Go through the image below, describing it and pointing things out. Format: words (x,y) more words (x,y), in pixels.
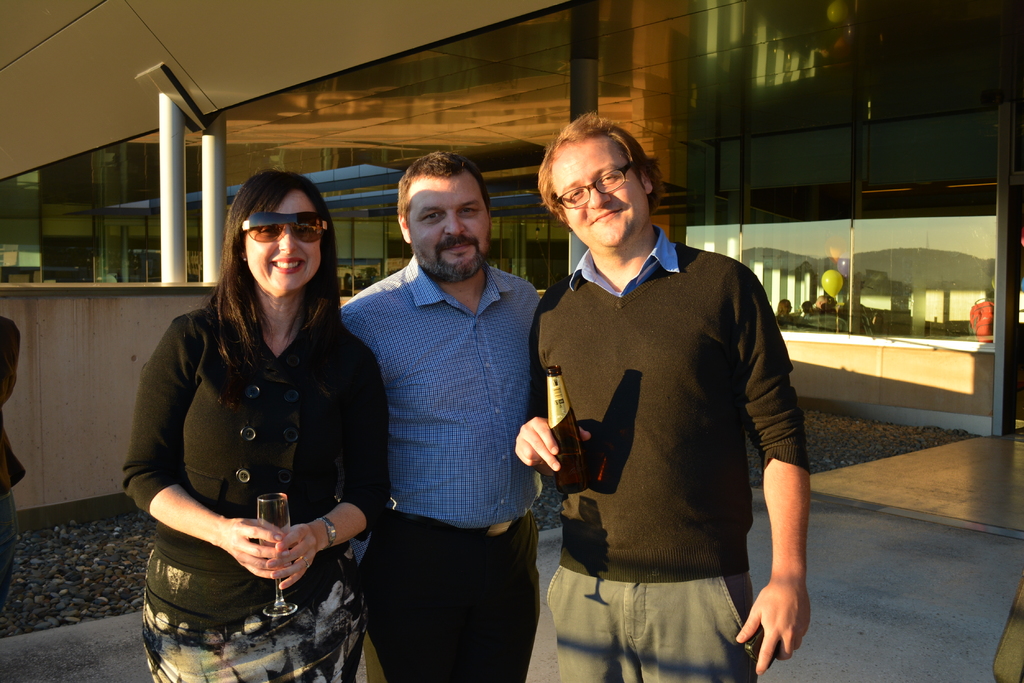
In this image, we can see three persons (407,504) wearing clothes (653,513) and standing in front of the building (394,72). In these three persons (257,426), one of them is holding a glass (281,515) with her hands (298,546) and another one is holding a bottle (570,476) with his hand (550,428).
